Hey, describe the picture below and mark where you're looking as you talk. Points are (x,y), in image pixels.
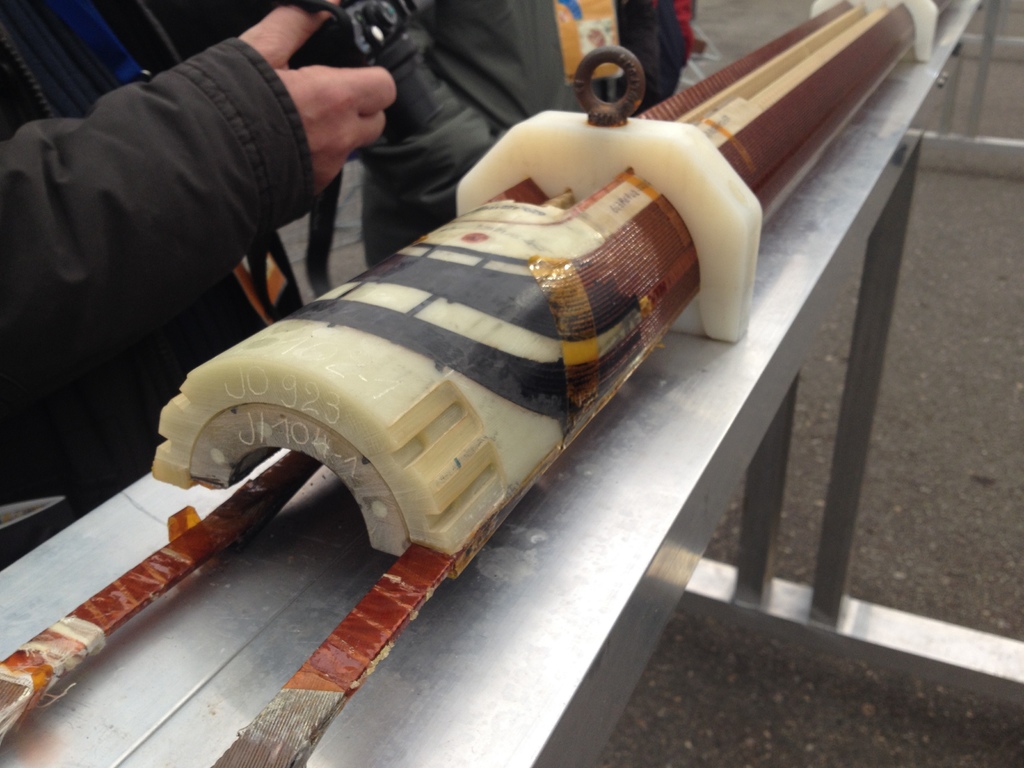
Here in this picture we can see an equipment (421,310) present on a table (572,470) and beside that we can see people (310,112) standing.
